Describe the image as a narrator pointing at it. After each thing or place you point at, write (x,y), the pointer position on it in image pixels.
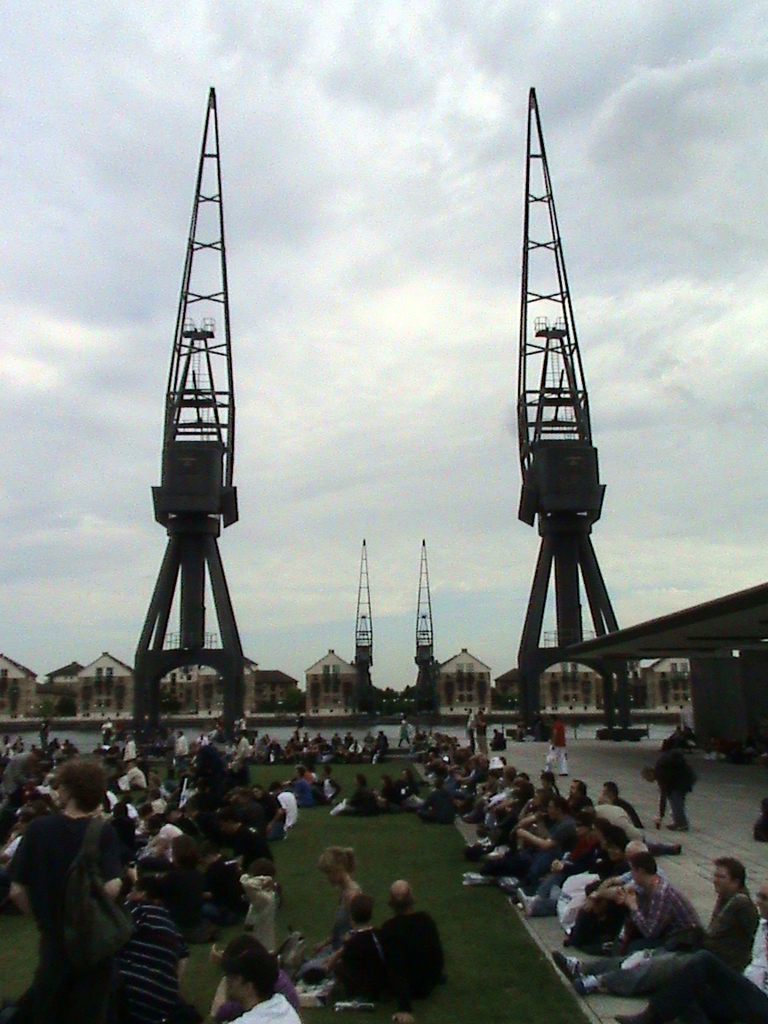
This image consists of two towers (596,584). At the bottom (508,809), there are many people (543,871) sitting on the ground (380,844). And there is green grass (380,854) on the ground (395,863). In the background (576,688), there are buildings (581,688), At the top (480,178), there are clouds (328,229) in the sky (259,306).
